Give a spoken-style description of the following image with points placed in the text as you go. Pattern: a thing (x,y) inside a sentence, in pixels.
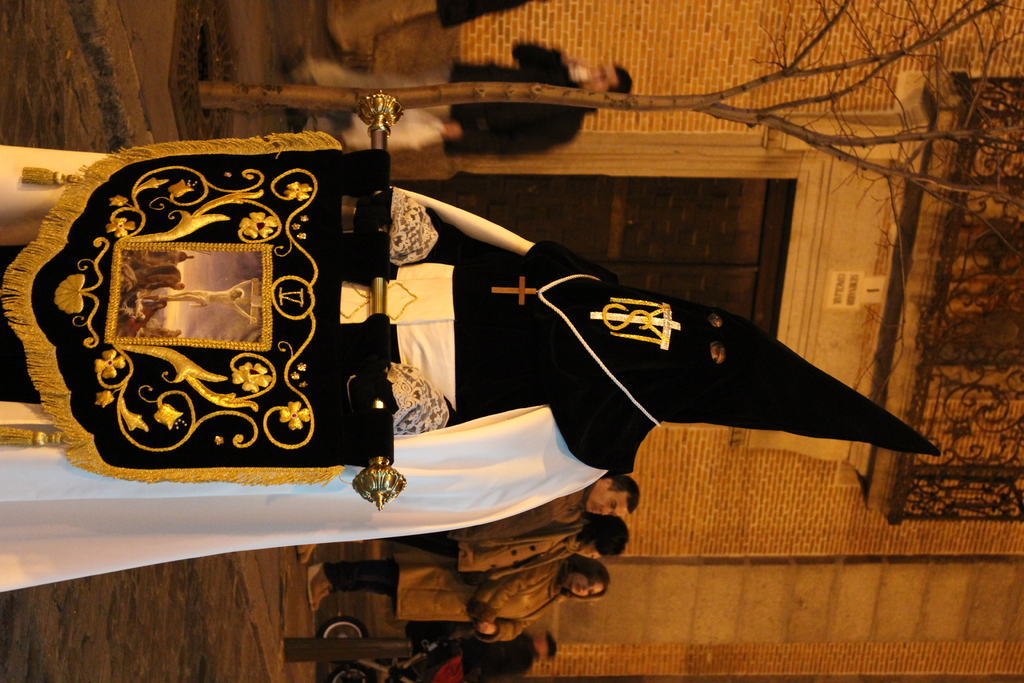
In the picture I can see a person (328,508) wearing white color dress (443,349), covering his face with black color cloth (575,355) and holding some cloth (336,284) in his hands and in the background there are some persons (484,540) standing and there is a wall (654,47).
